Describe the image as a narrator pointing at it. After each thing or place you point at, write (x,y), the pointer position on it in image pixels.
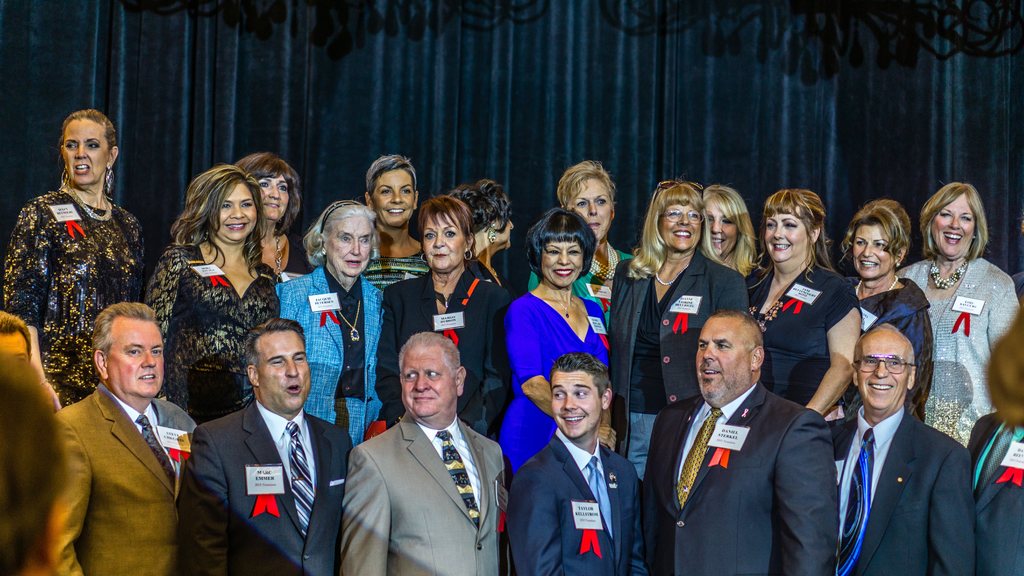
In this image we can see a group of people (650,378) standing. There is a curtain (609,107) in the image.
